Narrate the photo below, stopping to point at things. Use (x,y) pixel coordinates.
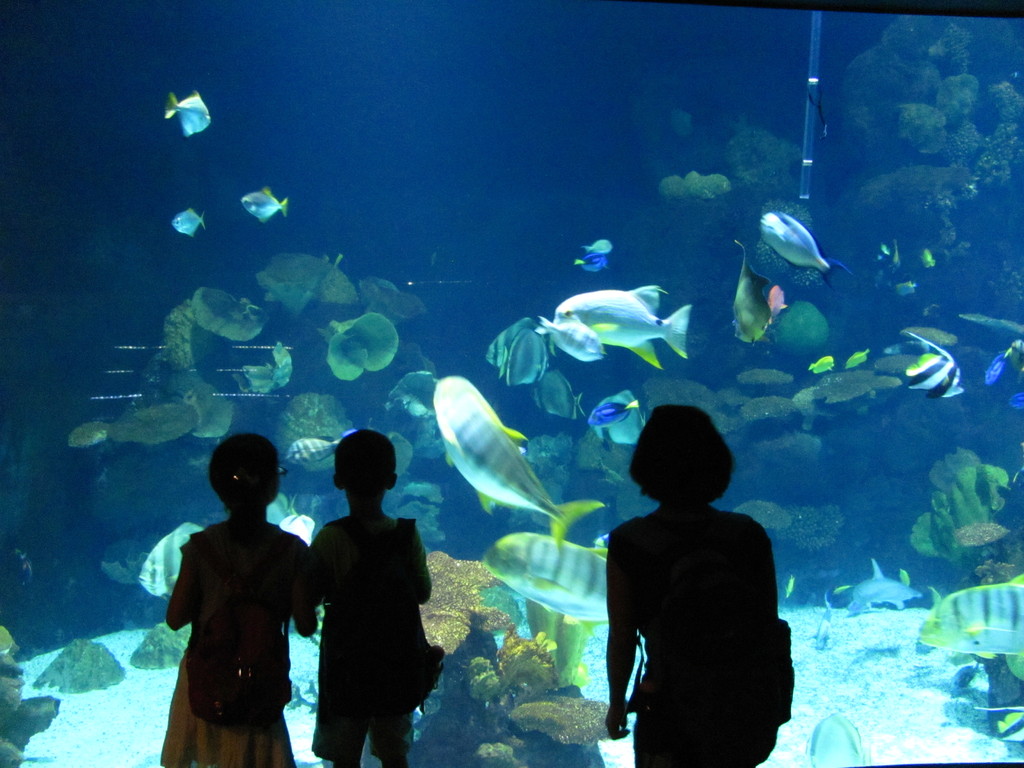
In this picture I can see three persons (319,740) standing, and there are fishes (552,321), reefs (413,418) and rocks (1,682) in the aquarium (324,382).
